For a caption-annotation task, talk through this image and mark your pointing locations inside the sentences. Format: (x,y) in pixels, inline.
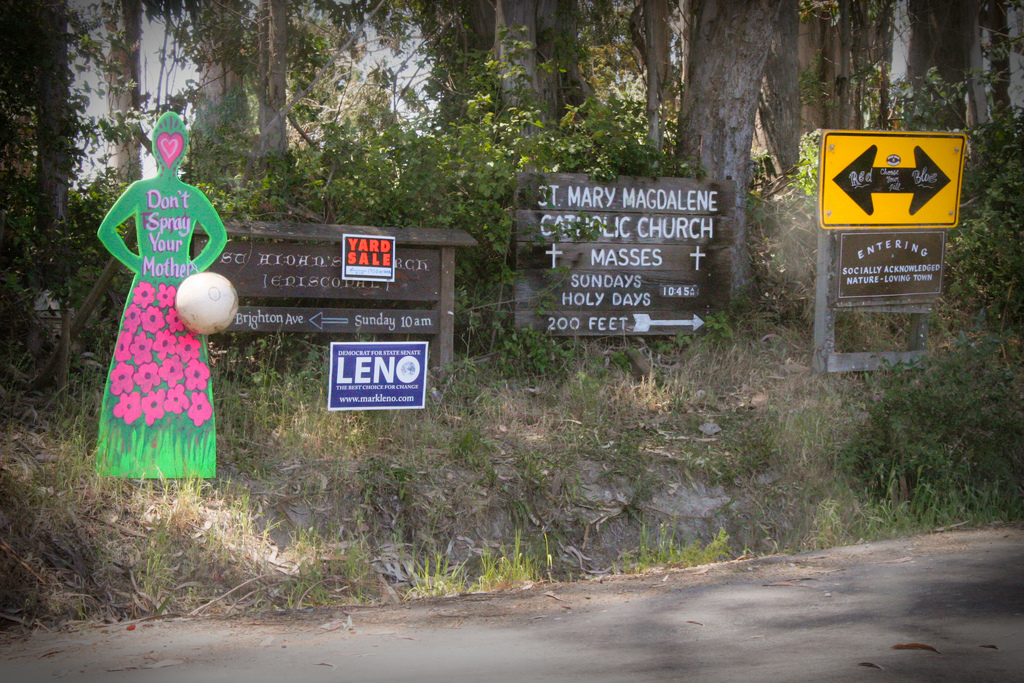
This image is taken outdoors. At the bottom of the image (376,635) there is a road (408,629). In the background (824,477) there is a ground (362,527) with grass (882,479) on it. There are many trees (439,116) and plants (306,153). In the middle of the image (515,251) there are many boards (345,290) with text (315,287) on them.
